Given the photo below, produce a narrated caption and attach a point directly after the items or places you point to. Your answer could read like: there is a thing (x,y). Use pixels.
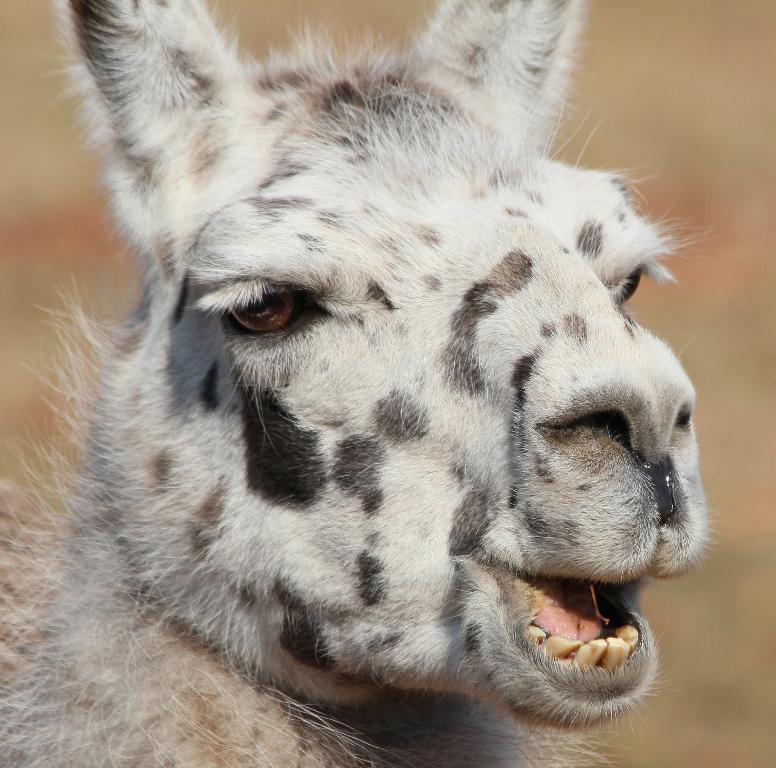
This is a picture of an animal (500,254), and there is blur background (692,65).
